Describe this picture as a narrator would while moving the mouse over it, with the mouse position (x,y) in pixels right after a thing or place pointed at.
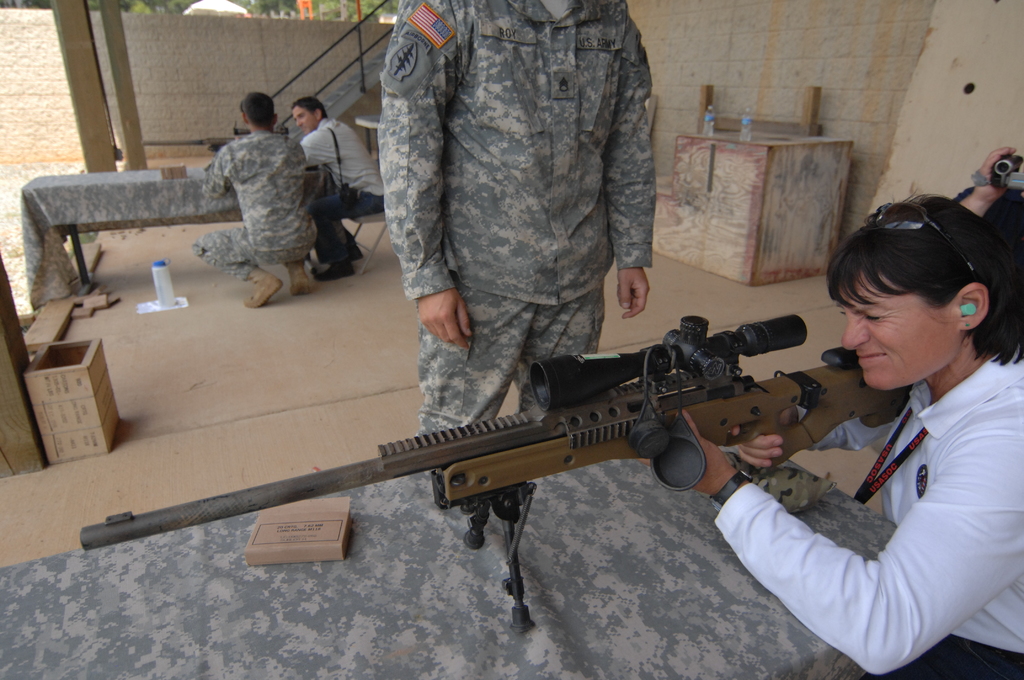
In the picture we can see a woman (993,644) sitting and holding a gun (463,446) and aiming it and beside it, we can see a person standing and some far away we can see two people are sitting and beside them we can see a railing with steps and beside it we can see a wall (164,39).
